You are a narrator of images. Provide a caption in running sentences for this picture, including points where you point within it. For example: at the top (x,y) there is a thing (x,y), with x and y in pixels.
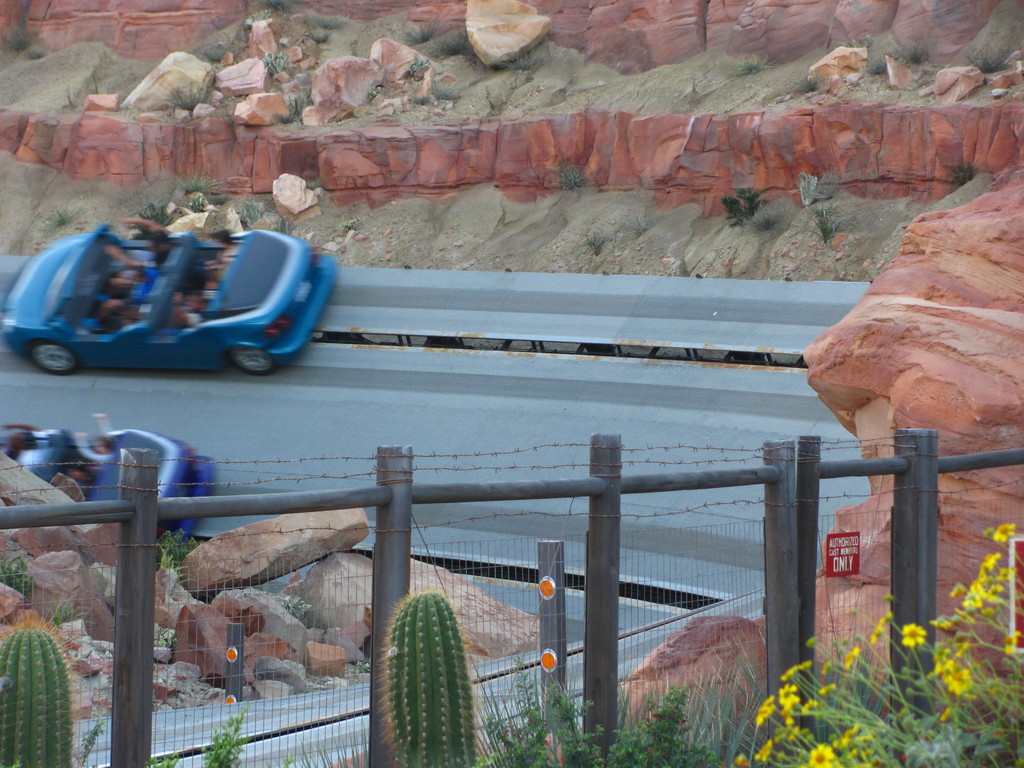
In this picture there are two cars (286,335) on the road (185,403) and there is a fence (745,606) and few plants (808,692) in the right corner (744,653).
